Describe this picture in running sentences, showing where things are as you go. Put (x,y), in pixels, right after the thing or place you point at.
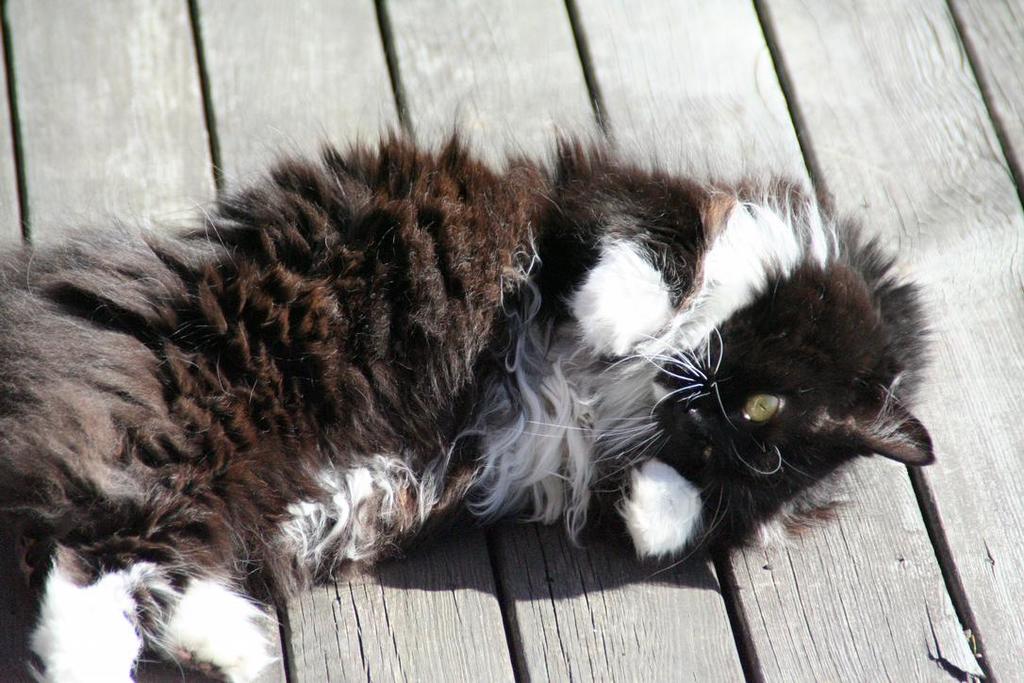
Here in this picture we can see a cat (488,329) laying on wooden floor (691,85) present over there.
